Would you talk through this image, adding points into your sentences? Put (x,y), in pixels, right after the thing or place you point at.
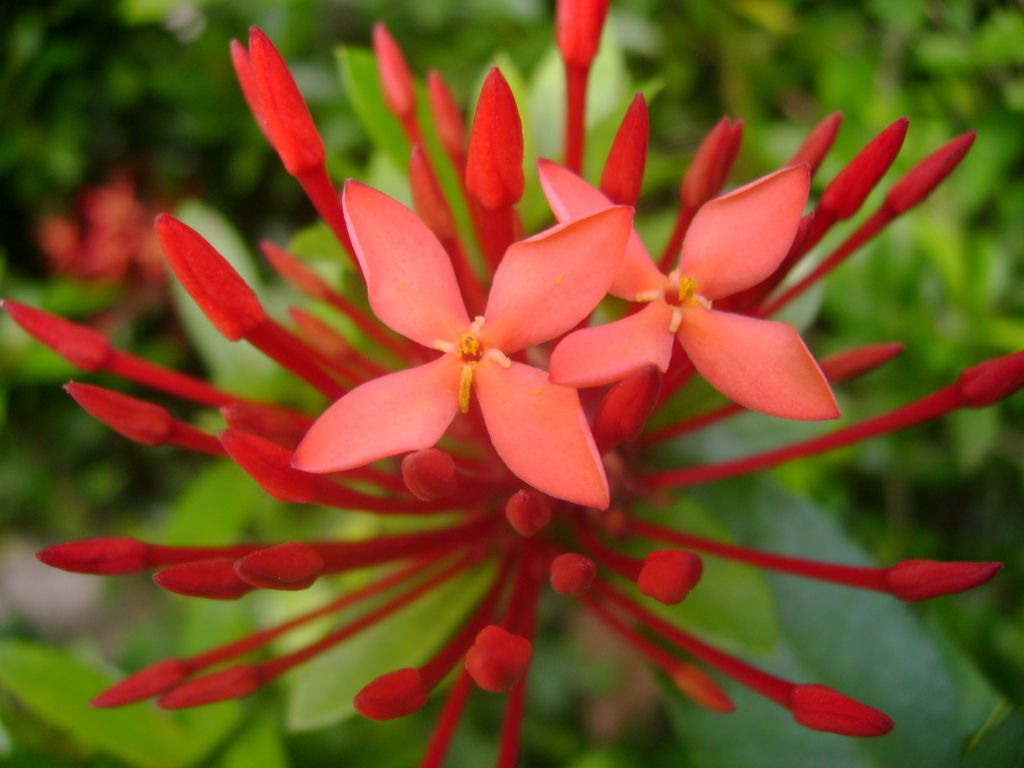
In this picture I can see a plant (630,449) with buds (492,667) and flowers (778,396), and there is blur background (10,239).
